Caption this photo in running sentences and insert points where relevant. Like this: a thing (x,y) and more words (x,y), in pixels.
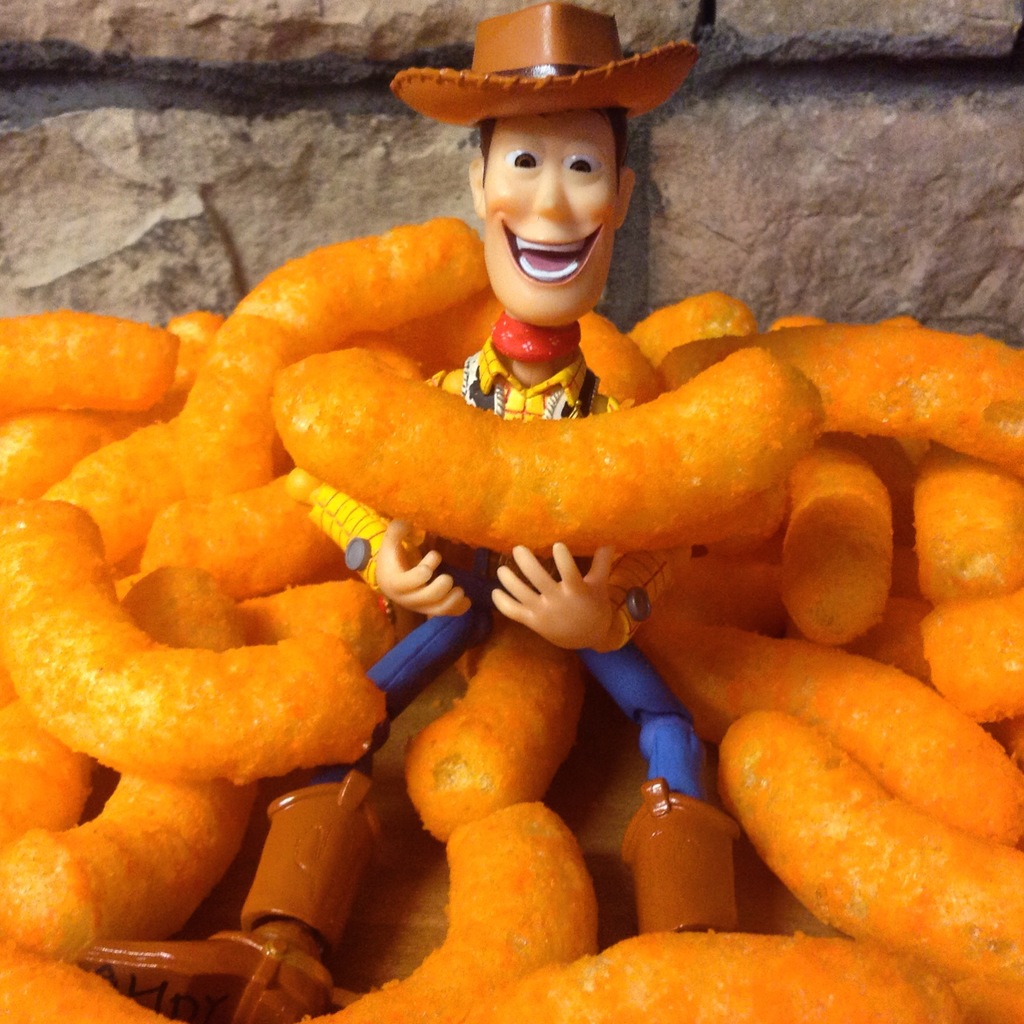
In this image we can see a toy (523,296) and food item (730,679) on an object (355,952). In the background of the image (174,219) there is a wall (431,129).
